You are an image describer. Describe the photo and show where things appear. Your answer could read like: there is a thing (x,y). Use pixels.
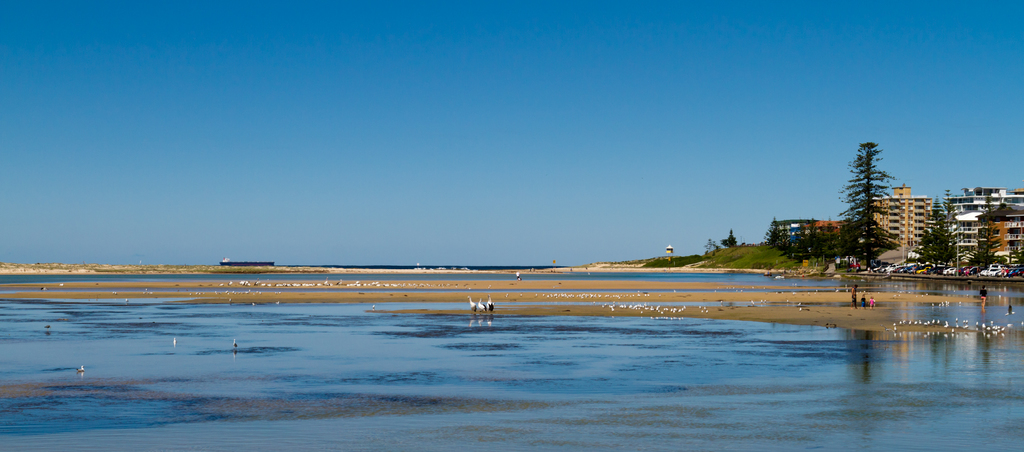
In the center of the image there are birds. There is water (534,333). To the right side of the image (863,243) there are buildings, trees (804,238). At the top of the image (311,123) there is sky (212,159).
